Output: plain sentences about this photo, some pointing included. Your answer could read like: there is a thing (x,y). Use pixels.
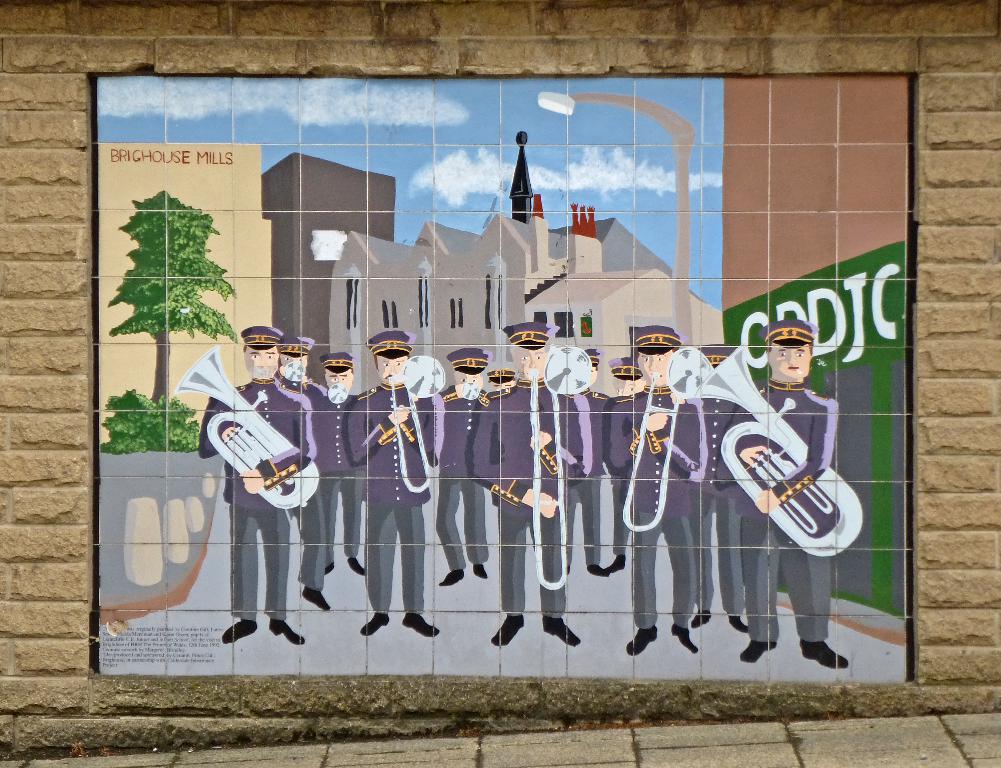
In this picture we can see a board (454,652) on the wall (358,711), here we can see a group of people (505,631) standing on the ground (535,660) and we can see musical instruments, buildings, trees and the sky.
